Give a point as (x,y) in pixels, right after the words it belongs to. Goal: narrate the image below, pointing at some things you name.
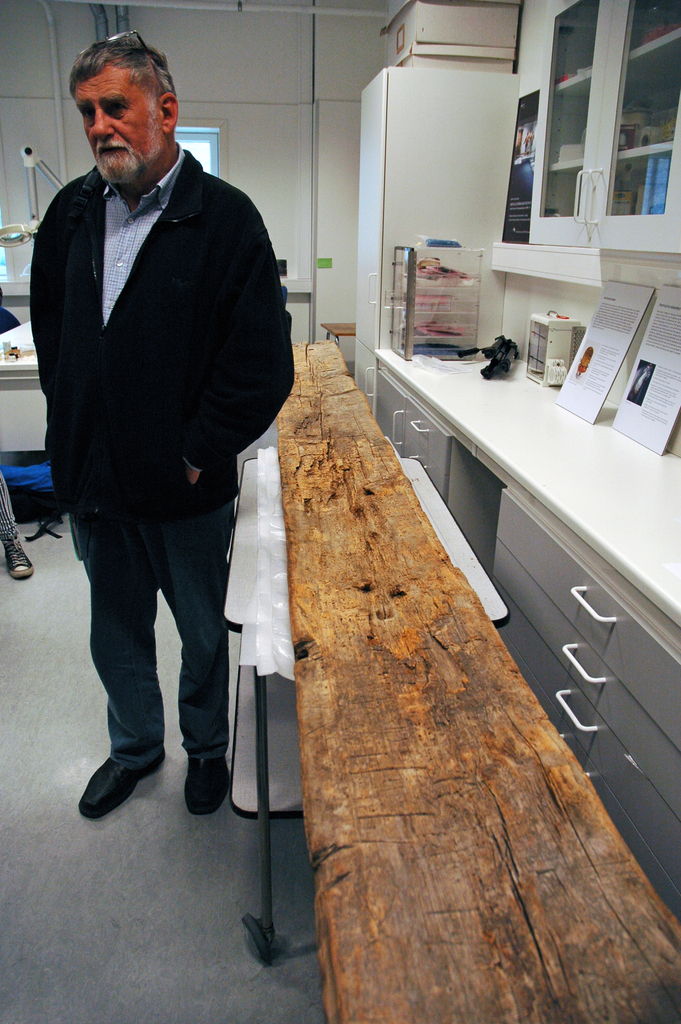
In this picture I can see a man (124,270) in front (103,96) who is standing and beside to him I can see a wooden thing (299,385). On the right side of this picture (570,138) I can see the drawers (577,666), shelves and on the countertop (636,573) I see few things (446,253). In the background (31,53) I can see the wall (19,53).
